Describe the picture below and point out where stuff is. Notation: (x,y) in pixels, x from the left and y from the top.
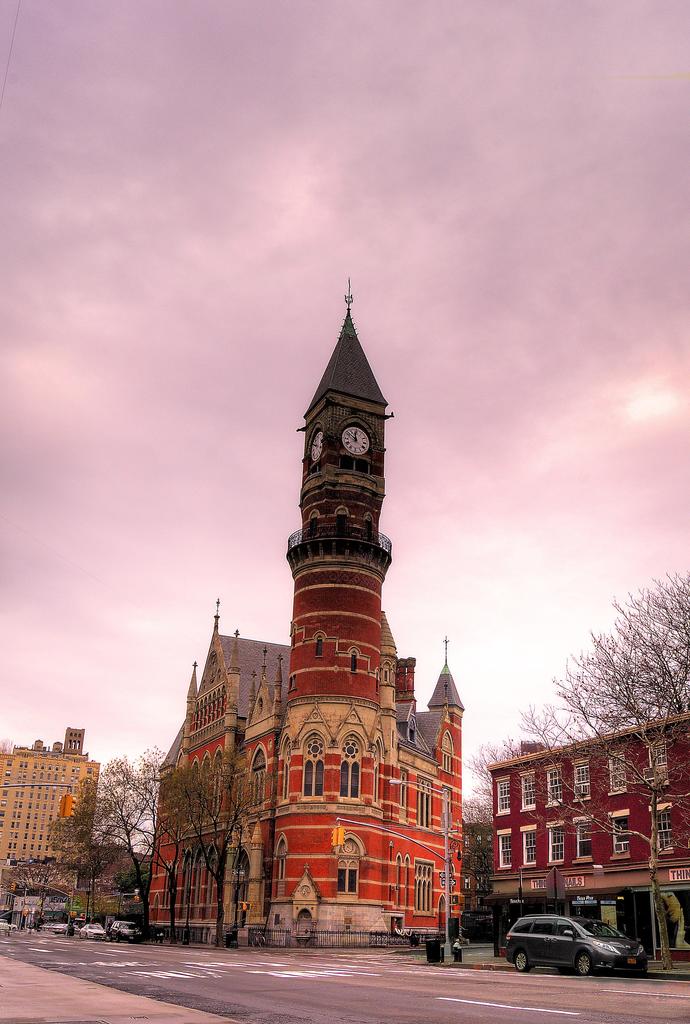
In this image there are buildings (361,845), in front of the buildings (248,864) there are trees (74,836), beneath the trees (92,898) there are few vehicles (124,936) moving on the road (475,983). In the background (199,326) there is a sky (108,316).
